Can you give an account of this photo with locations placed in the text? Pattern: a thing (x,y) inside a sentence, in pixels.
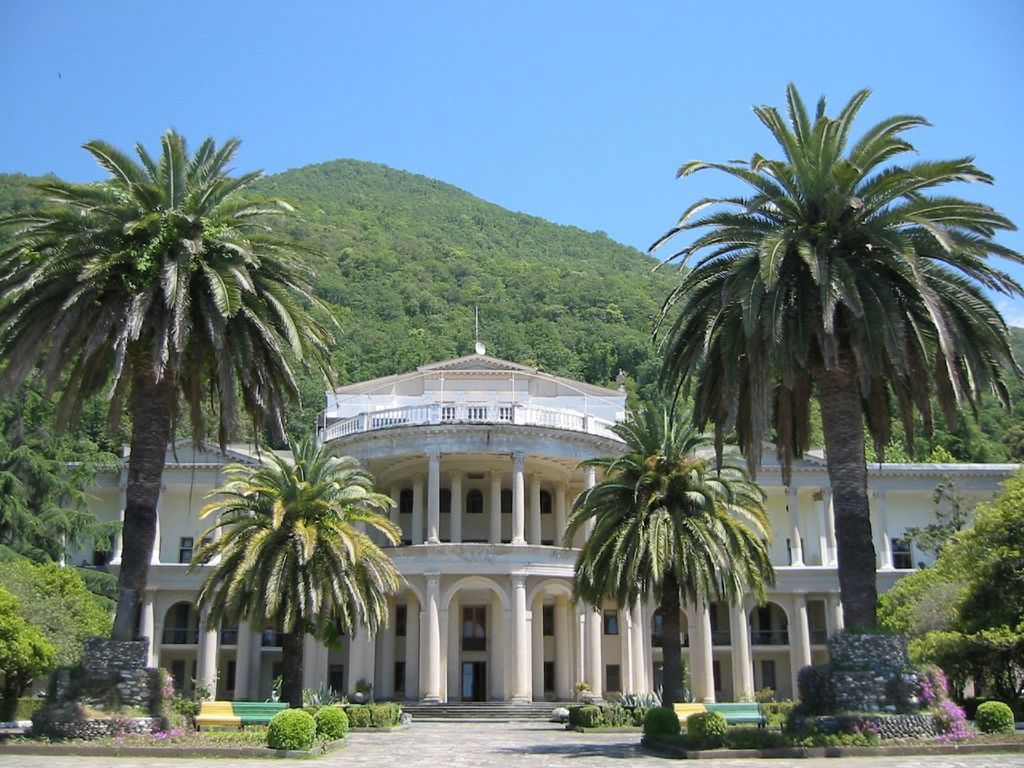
This picture shows a building (588,484) and we see trees (577,336) and a hill (431,267) and we see a blue sky (639,147) and few plants (332,725).
